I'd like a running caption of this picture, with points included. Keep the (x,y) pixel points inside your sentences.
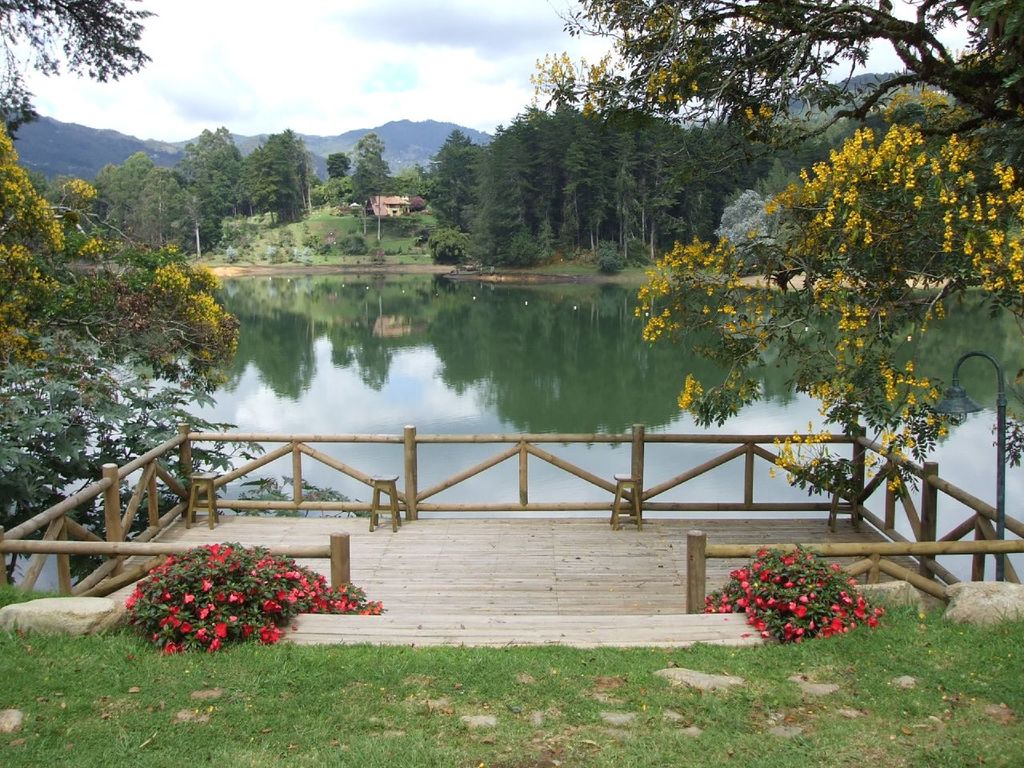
In this image we can see some trees (290,171), plants (250,614), flowers (241,598), water (289,339), mountains (319,142), grass (233,676) and railing (36,543), also we can see a building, in the background (370,62), we can see the sky (400,62) with clouds (400,62).
